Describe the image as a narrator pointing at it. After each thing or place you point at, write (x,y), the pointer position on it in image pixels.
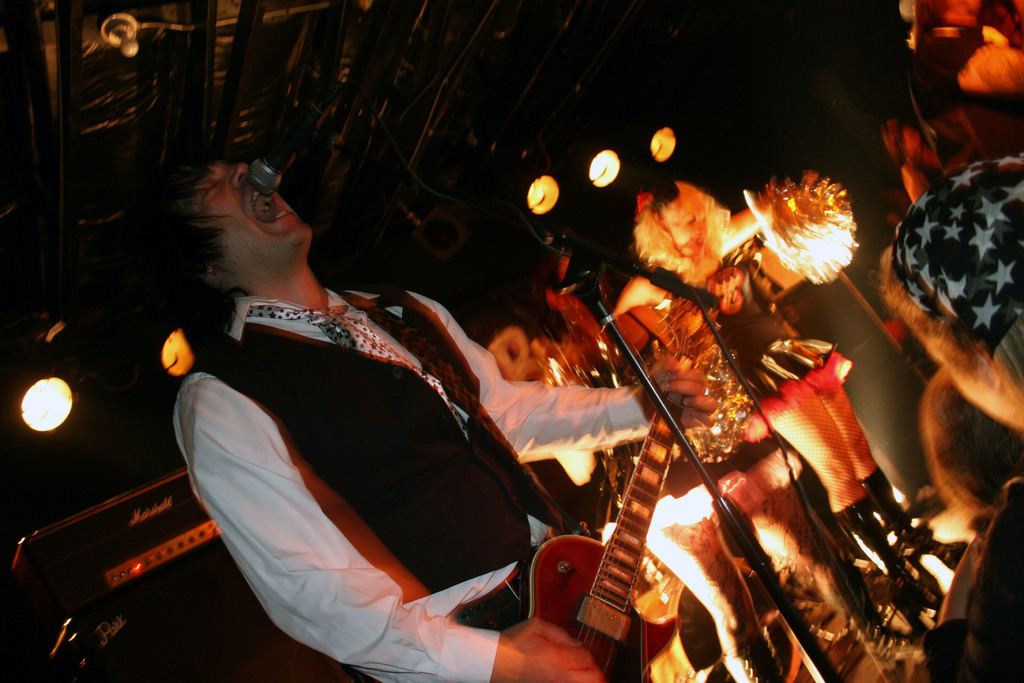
A man (282,506) is standing playing the guitar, singing on a microphone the right side there is a microphone (620,340).
